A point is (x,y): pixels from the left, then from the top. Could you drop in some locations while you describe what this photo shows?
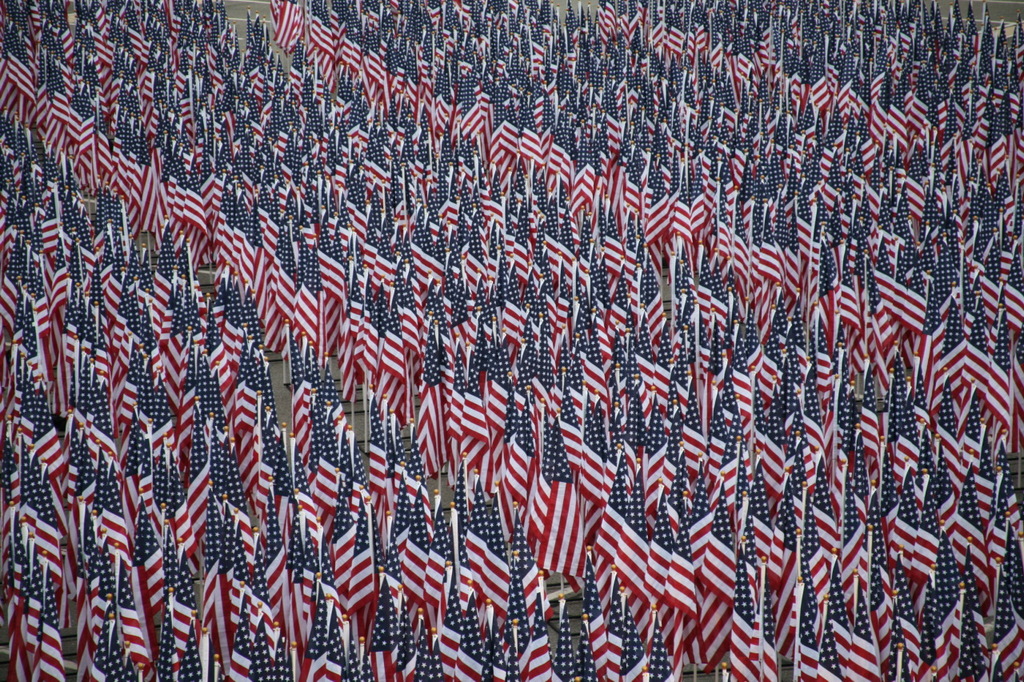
In this image there are many flags (361,263) attached to the poles (401,474) are on the land (288,408).
